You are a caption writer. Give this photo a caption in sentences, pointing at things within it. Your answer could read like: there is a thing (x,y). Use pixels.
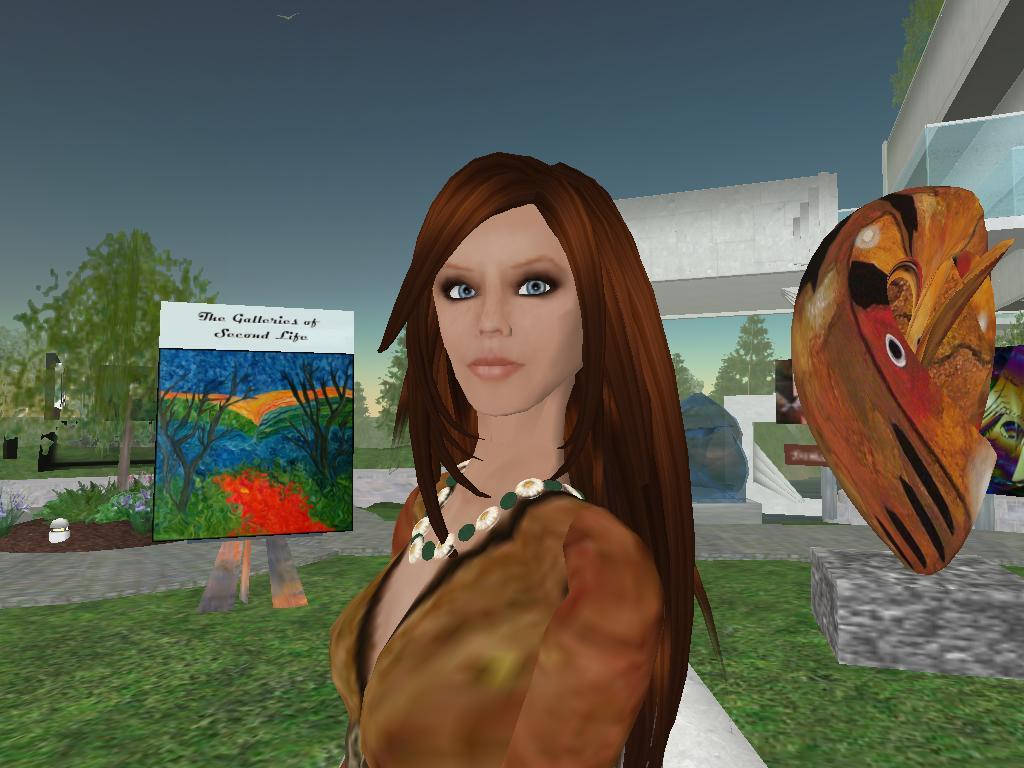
This is an animated picture. In the center of the image (586,396) we can see a lady (684,586) is standing. In the background of the image (295,450) we can see the trees (172,289), screen (307,444), plants (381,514), flowers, statue (874,469), building (804,511), wall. At the bottom of the image (165,754) we can see the ground (137,604). At the top of the image (235,144) we can see the sky (357,133).
